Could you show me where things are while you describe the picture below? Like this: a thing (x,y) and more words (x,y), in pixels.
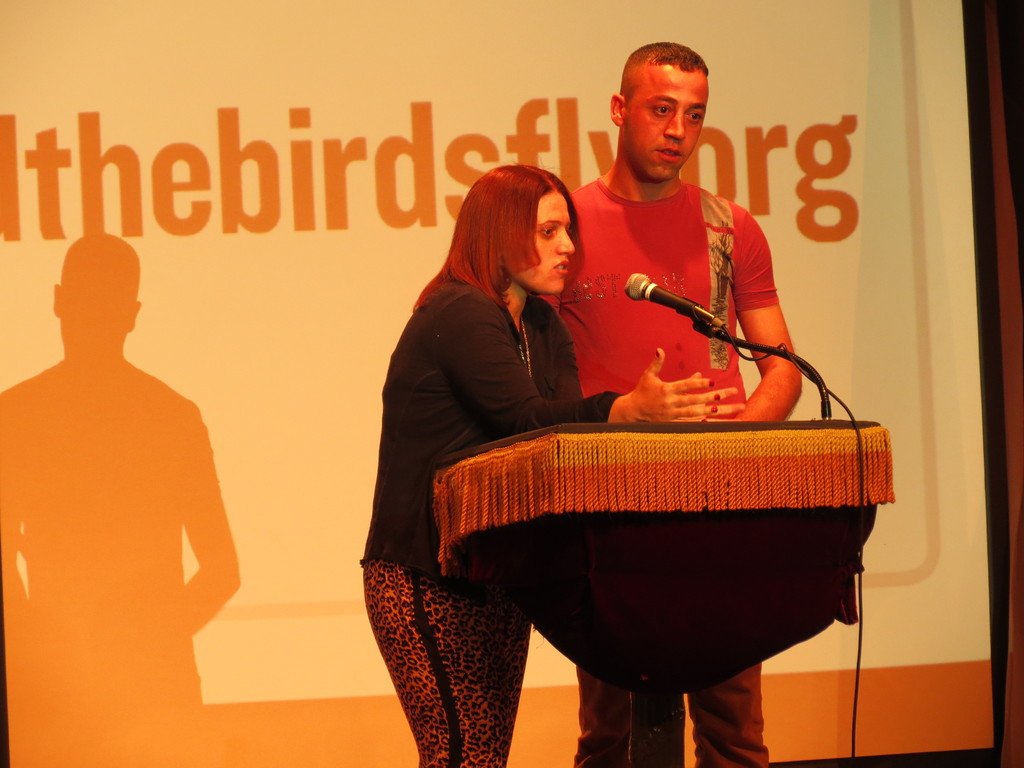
In the image we can see there are people (581,318) standing near the podium (658,521) and in front of them there is a mic (662,293) with a stand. Behind there is a banner (243,320).
